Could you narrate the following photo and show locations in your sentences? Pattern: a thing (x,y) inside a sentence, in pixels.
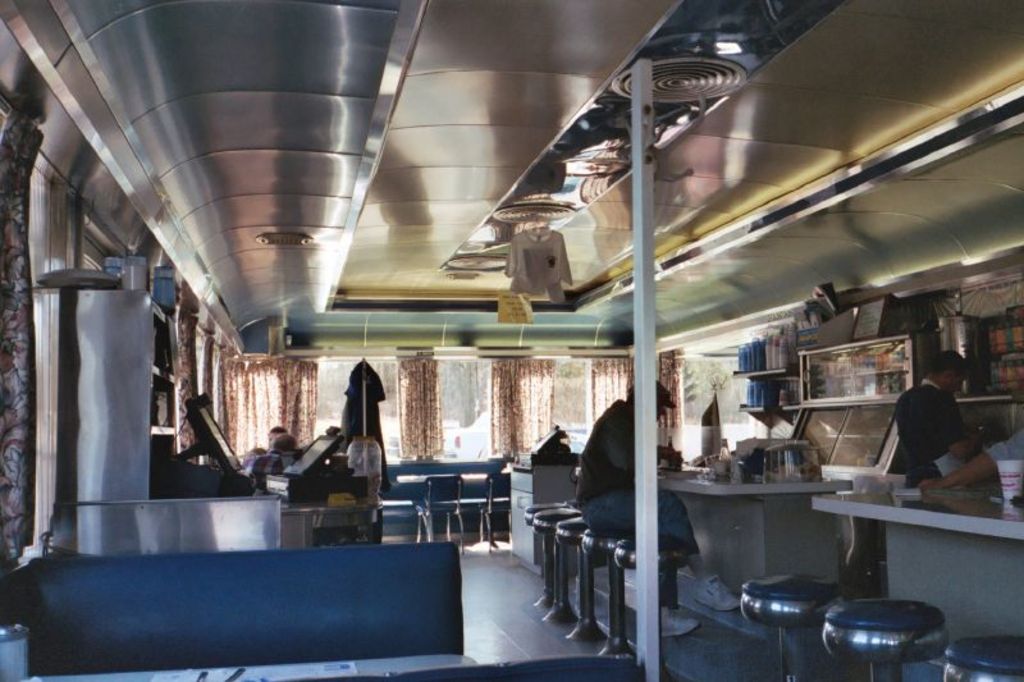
This picture shows a restaurant (779,517) where people (664,493) seated and we see two people (973,462) standing and we see some chairs (996,678) and a table (854,515) and few curtains (528,410).
